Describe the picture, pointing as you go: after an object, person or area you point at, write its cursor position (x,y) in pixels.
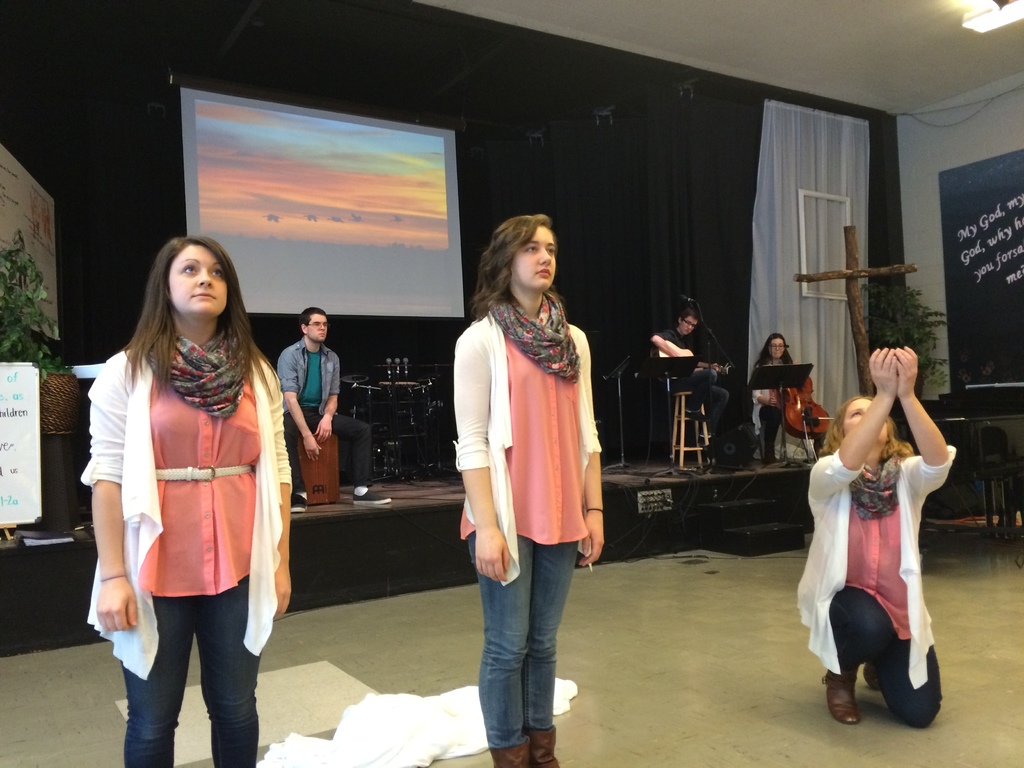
In this image we can see three women (485,566) wearing similar dress (890,519) two were standing and a lady (827,580) crouching on ground (737,718) and in the background of the image (346,453) there are some persons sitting and playing some musical instruments (809,388) on stage (81,553), there is black color curtain (467,246) and there is a projector screen (364,236), there are some plants (16,324) on left (4,339) and right side of the image (931,371).
